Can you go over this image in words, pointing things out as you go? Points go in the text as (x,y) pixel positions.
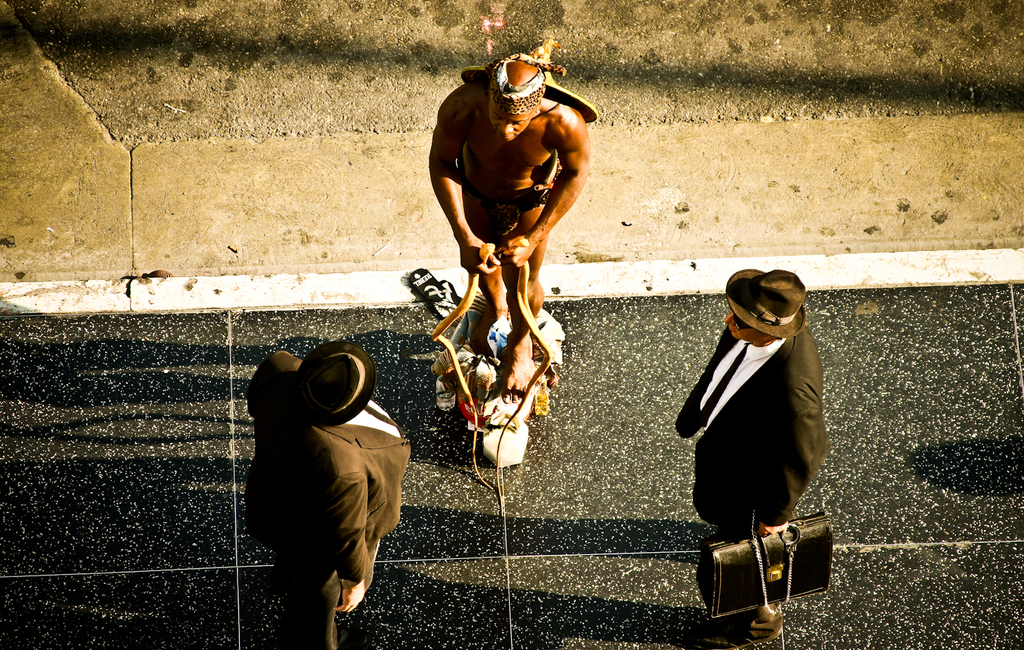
This image consists of three men (334,579). On the left (298,566) and right, the two men (776,405) wearing black suits (790,412) and hats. In the middle (470,308), the man (490,296) is standing on some objects (473,427). At the bottom (63,508), there is a floor (79,425).
